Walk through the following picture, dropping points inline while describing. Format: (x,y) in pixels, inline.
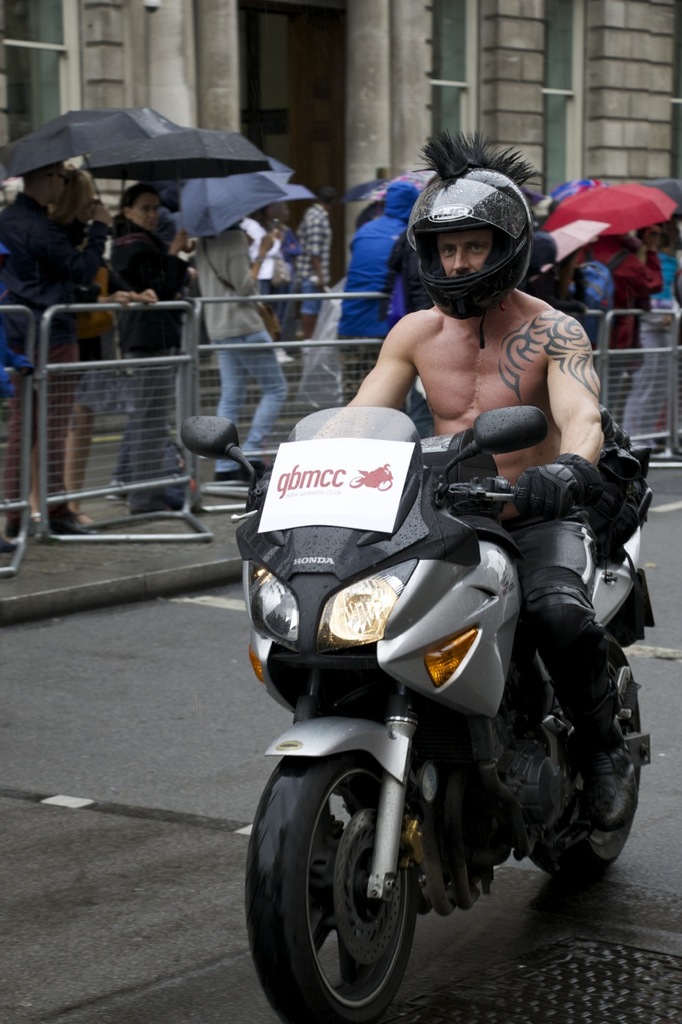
The picture is outside of road (132,771). A man (599,819) is riding a bike (415,722). He is wearing black pant (580,705), black shoes (603,770), gloves (553,489), and helmet (473,303). there is a tattoo (540,320) on his left shoulder (550,322). There is a barricade (178,386) in the side of the road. In the side way (212,530) many people (84,268) are walking. Many people (95,268) are holding umbrella (139,129). There is a building (438,45) in the background of the picture (351,50).
